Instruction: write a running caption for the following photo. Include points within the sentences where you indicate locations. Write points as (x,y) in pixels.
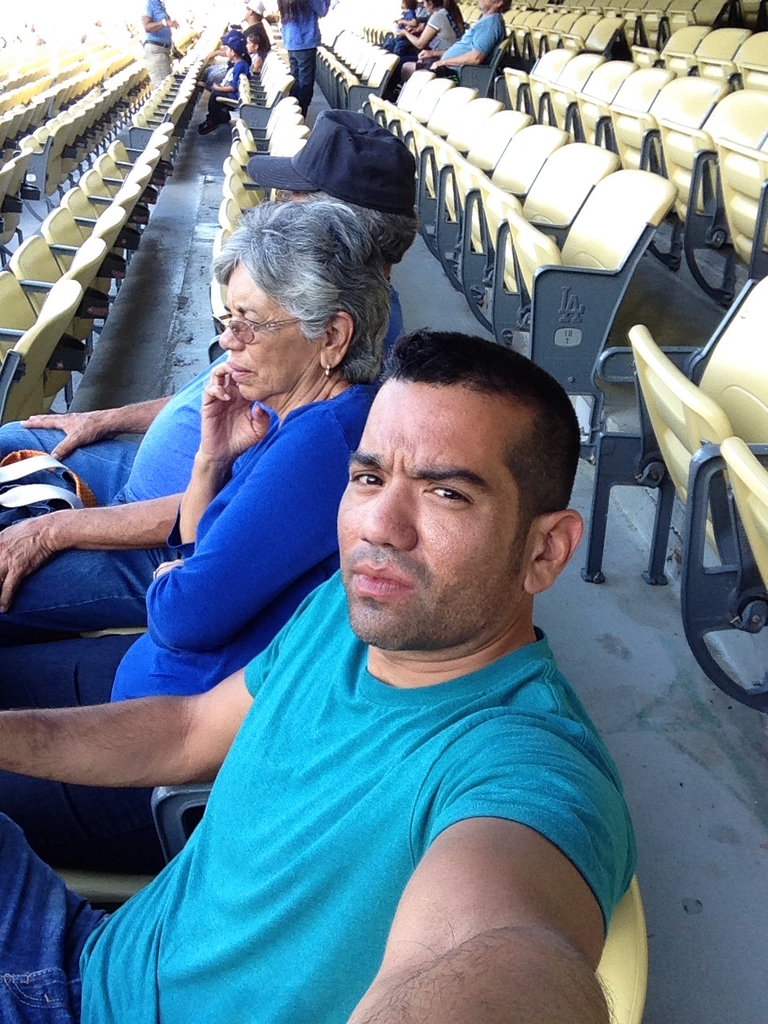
In the center of the image (267,353) there are people (221,441) sitting on chairs (492,50). In the background of the image (312,70) there are people (300,17). To the right side of the image (634,87) there are chairs (599,139).
